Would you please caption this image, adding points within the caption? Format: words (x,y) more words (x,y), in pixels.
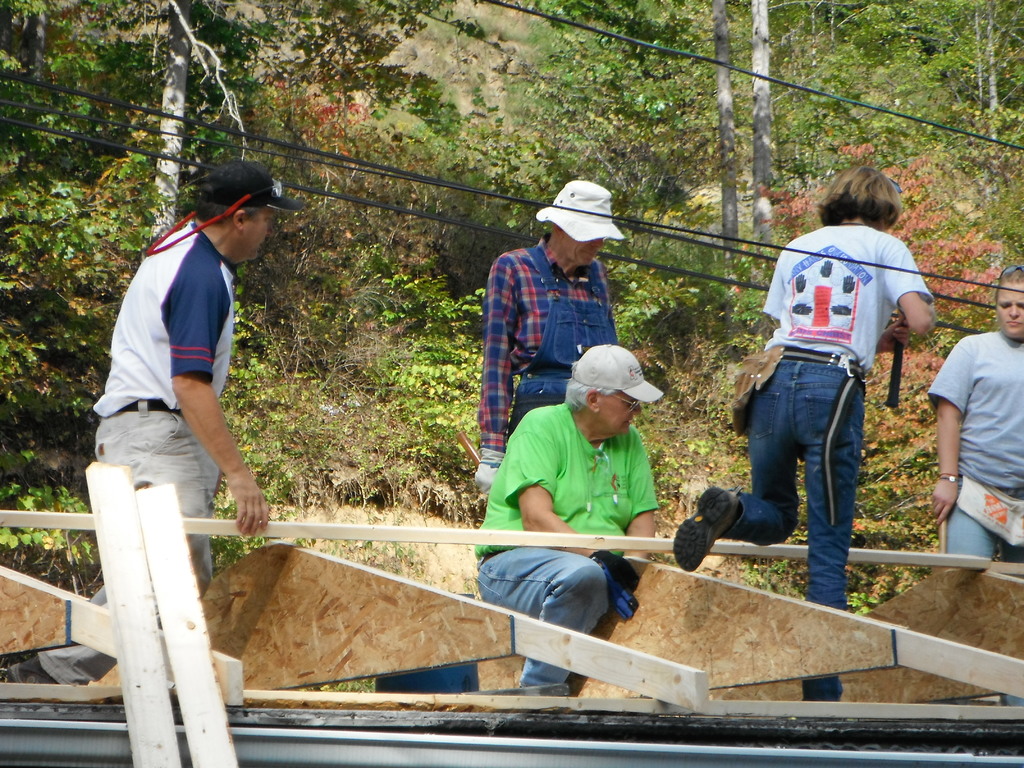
In this picture I can see few people (558,559) are holding wooden fencing (488,627), among them one person (653,507) is sitting on it, behind we can see some trees (472,313), plants (350,337) and grass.
